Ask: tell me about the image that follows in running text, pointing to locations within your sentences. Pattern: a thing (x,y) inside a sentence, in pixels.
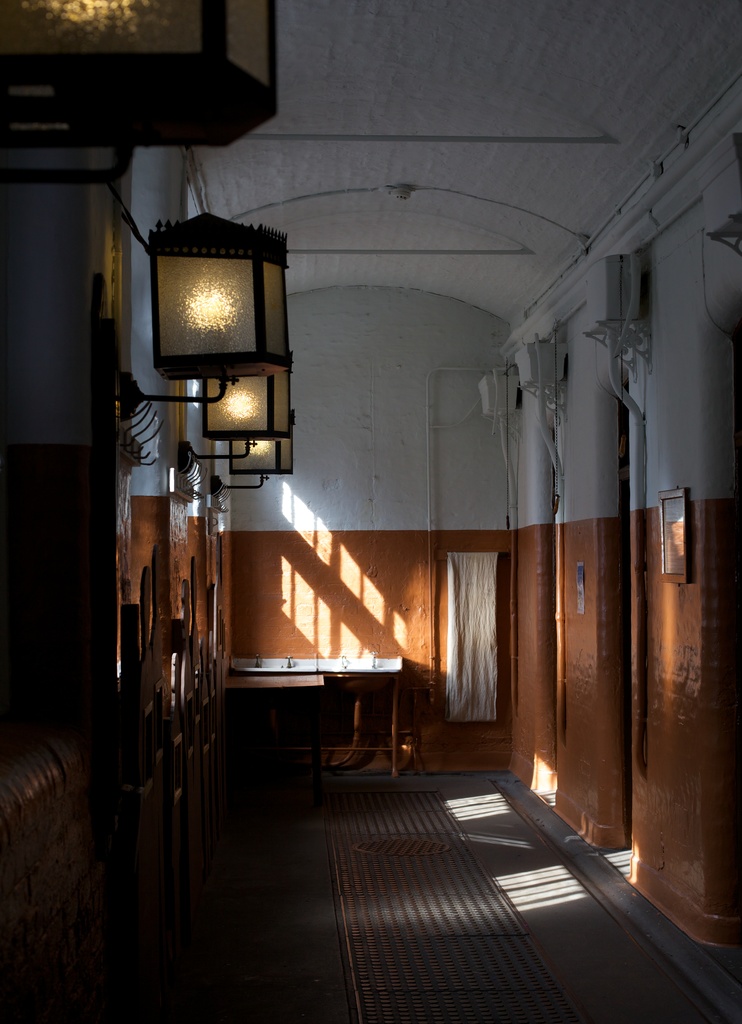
In this image there is a path (452,881), on the left side (164,430) and right side (534,758), there are wall (506,764), on the left side (155,247) there are lights (262,297), in the background (284,657) there is a wall (383,696) to that wall (377,705) there is a sink (305,668).
